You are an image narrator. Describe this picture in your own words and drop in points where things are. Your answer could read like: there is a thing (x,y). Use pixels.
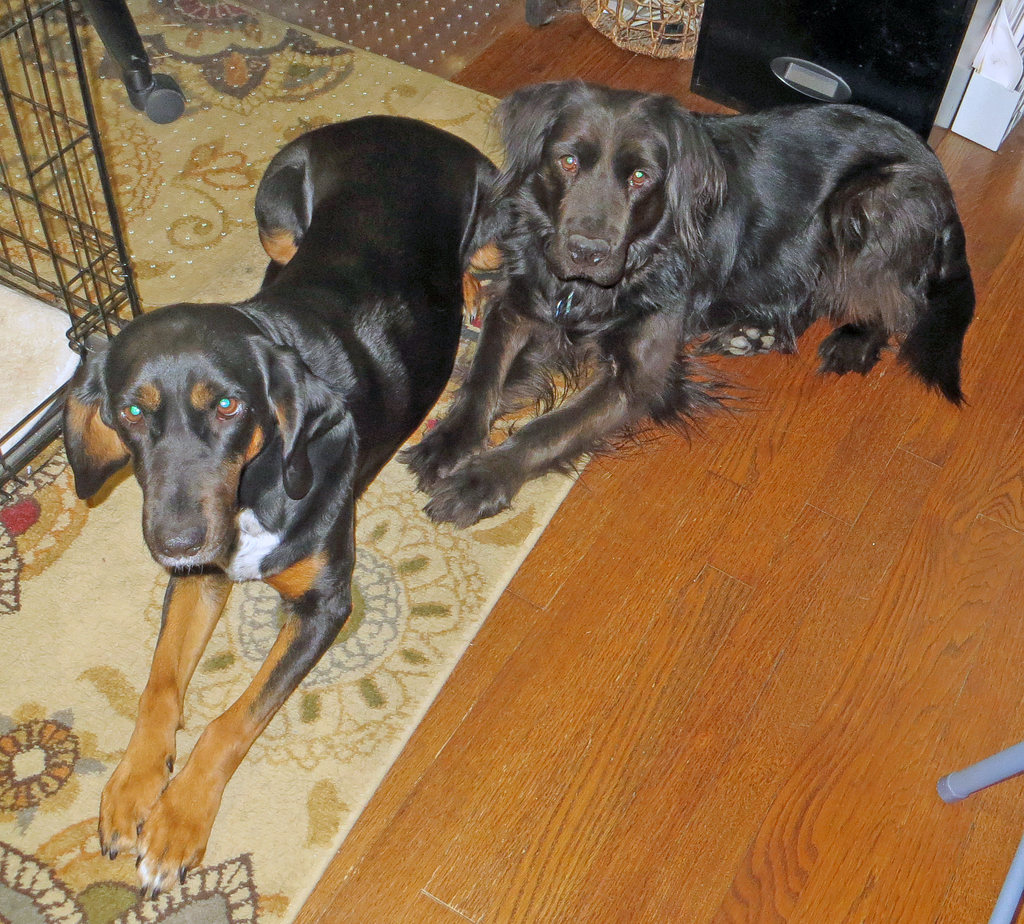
In this image two dogs (732,200) are sitting on the floor (573,778). Left side (112,322) there is a cage (93,314). Right top there is a basket (661,49) and few objects (799,36) are on the floor (735,771). Right bottom there is a chair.
